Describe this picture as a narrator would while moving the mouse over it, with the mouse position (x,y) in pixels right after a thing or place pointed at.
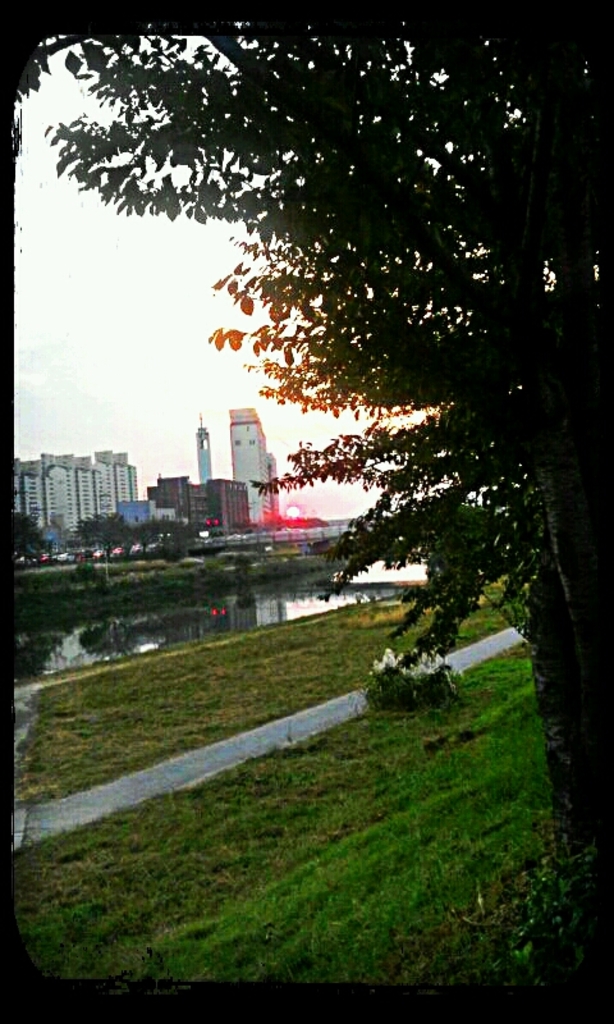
In this image there are few buildings (37,501), trees (438,542), vehicles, grass (147,604), water (33,634), a bridge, the sun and the sky (71,351).
